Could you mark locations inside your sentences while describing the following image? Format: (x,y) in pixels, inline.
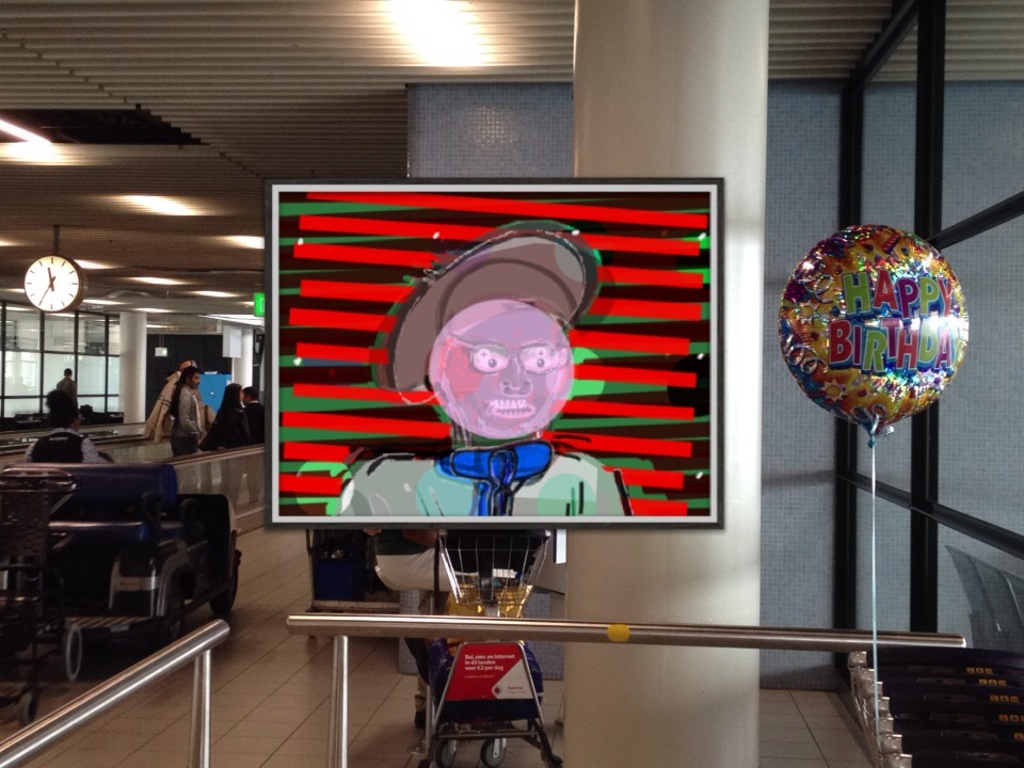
Here in this picture in the middle (472,363) we can see a painting (446,202) present on the stand (469,587) over there and beside it we can see a balloon (904,356) present and on the left side (158,534) we can see a vehicle (152,538) present and we can see people (184,414) standing here and there on the floor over there and we can also see a clock (67,285) hanging on the roof (46,248) and we can see lights (34,147) on the roof (361,96) over there and in the middle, behind the painting (575,217) we can see a pillar (599,83) present over there.
